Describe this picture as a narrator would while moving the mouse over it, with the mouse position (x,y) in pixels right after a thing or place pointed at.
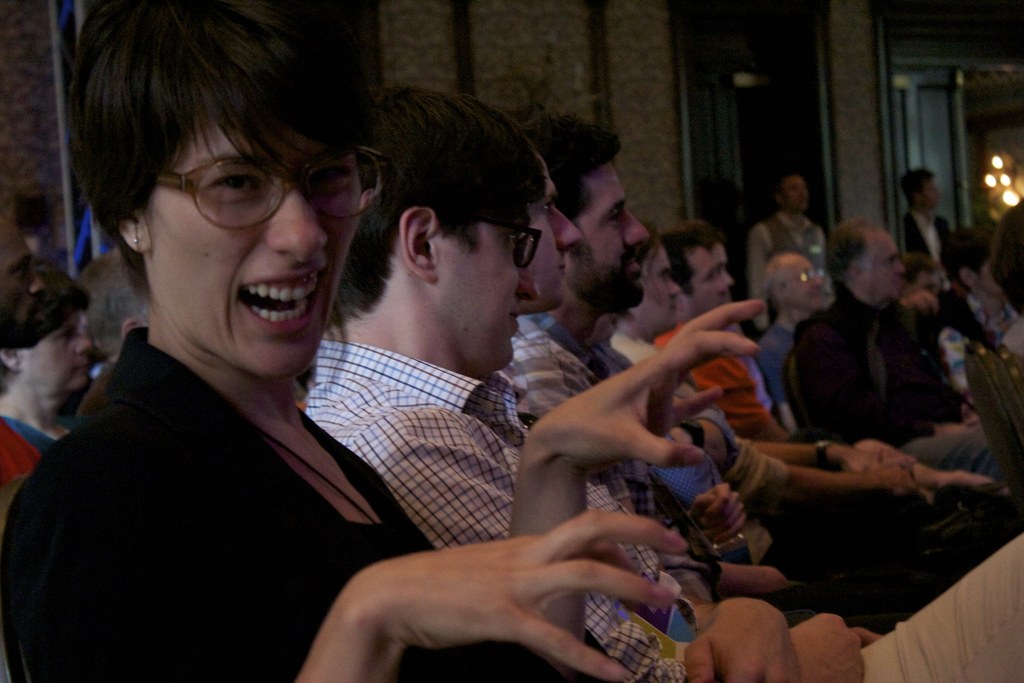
In this image we can see few people (559,386) sitting in a room (978,187) and there are few lights (991,181) and a wall (651,104) in the background (401,69).
